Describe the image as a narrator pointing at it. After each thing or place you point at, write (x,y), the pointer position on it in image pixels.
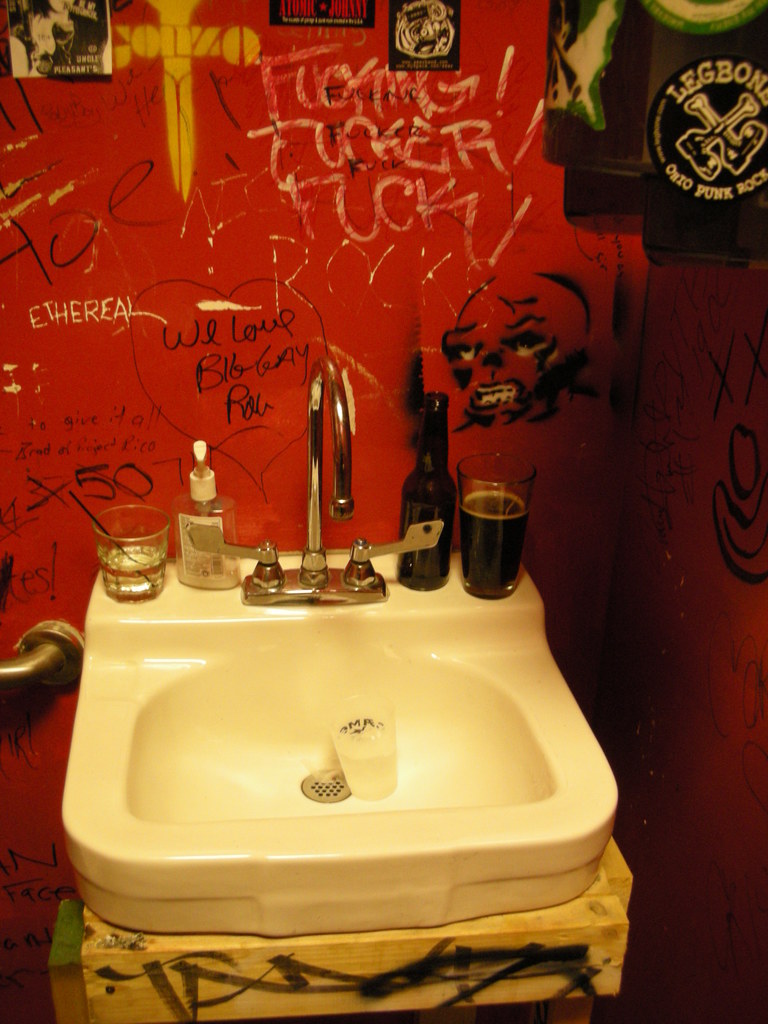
In the picture we can see a sink (180,647) with a tap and with a sanitize bottle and some glass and to the walls (20,513) we can see a red color and something scribbling on it.
